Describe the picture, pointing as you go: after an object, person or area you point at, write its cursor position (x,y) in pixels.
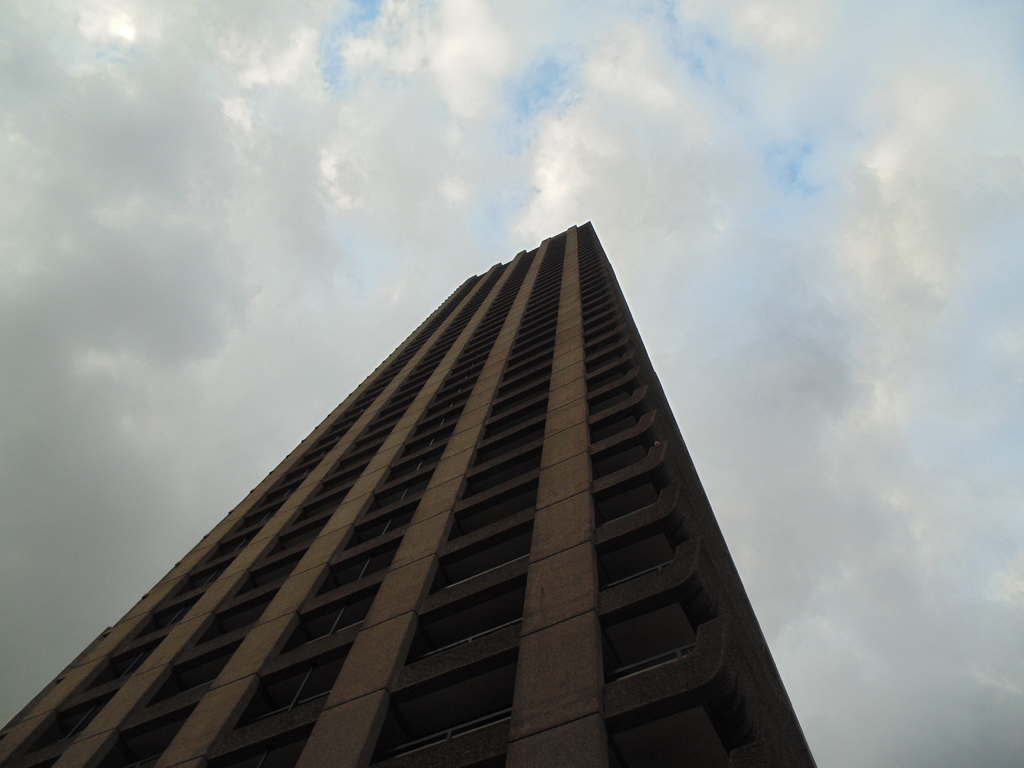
In this image I can see a building (520,608) which is brown in color and few windows (392,498) of the building (304,627) which are black in color. In the background (858,478) I can see the sky (727,217).
